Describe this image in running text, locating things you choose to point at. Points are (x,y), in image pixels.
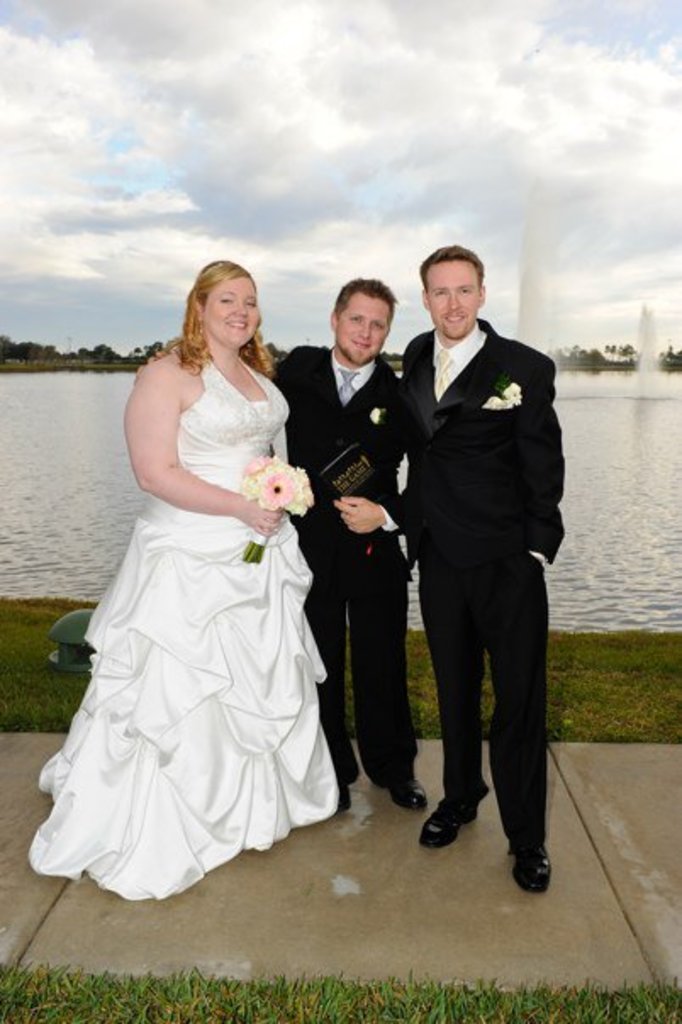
On the left side (184,523), there is a woman (183,531) in a white color dress (200,613), smiling, holding a flower bouquet (251,532) and standing. On the right side (512,357), there are two persons (520,360) in suits (505,508), smiling and standing. At the bottom of this image (345,1010), there is grass (345,994). In the background (570,279), there are waterfalls (651,323) in the water (59,375), there are trees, grass (12,673) and there are clouds (312,87) in the sky (335,59).
